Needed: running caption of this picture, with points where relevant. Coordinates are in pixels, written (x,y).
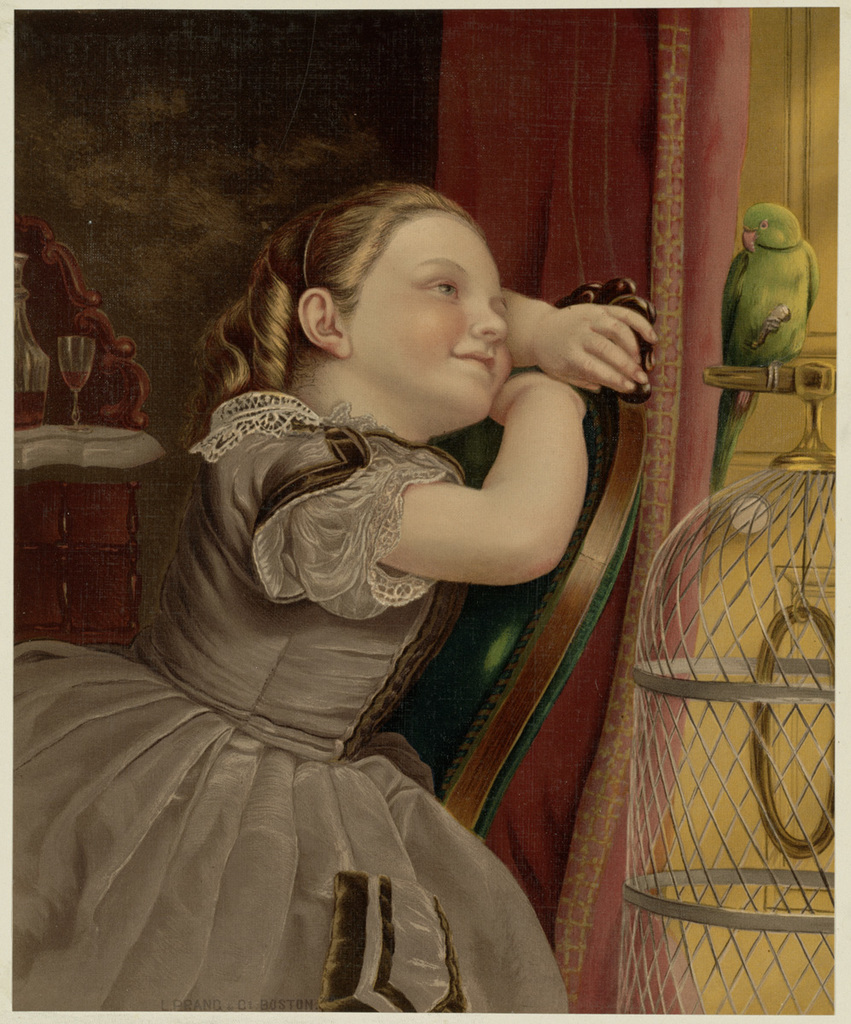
In this image, we can see painting (246,544). Here we can see a girl (247,726) is sitting on a chair (492,664) and smiling. On the right side (747,301), we can see parrot (761,298) and cage (725,511). Background (240,170) we can see wall (241,230), glass bottle (40,406), curtain (621,202) and few objects (64,426).
